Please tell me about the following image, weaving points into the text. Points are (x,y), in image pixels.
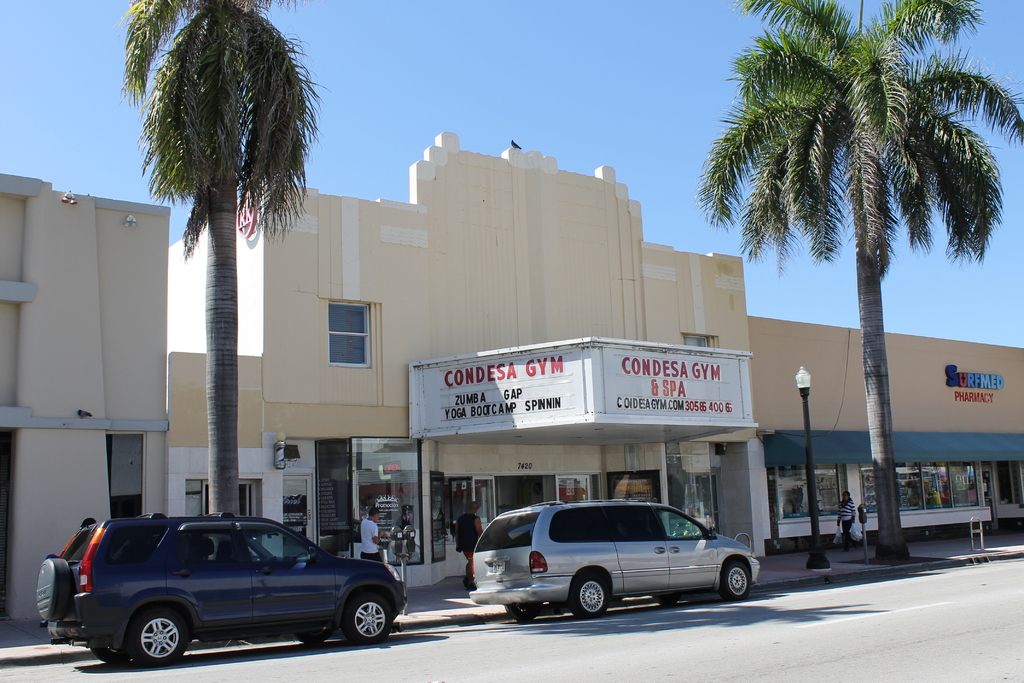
In this picture, there is a building (391,372) with stalls (483,475). In the center (564,384) there is a white structure (507,367) with some text (648,374). Beside it, there are people (369,519). Beside the people (468,517), there are vehicles (600,603) on the road (631,651) which are in different colors. Towards the left (208,268) and right, there are trees (890,236). On the top (558,102), there is a sky (563,94).
